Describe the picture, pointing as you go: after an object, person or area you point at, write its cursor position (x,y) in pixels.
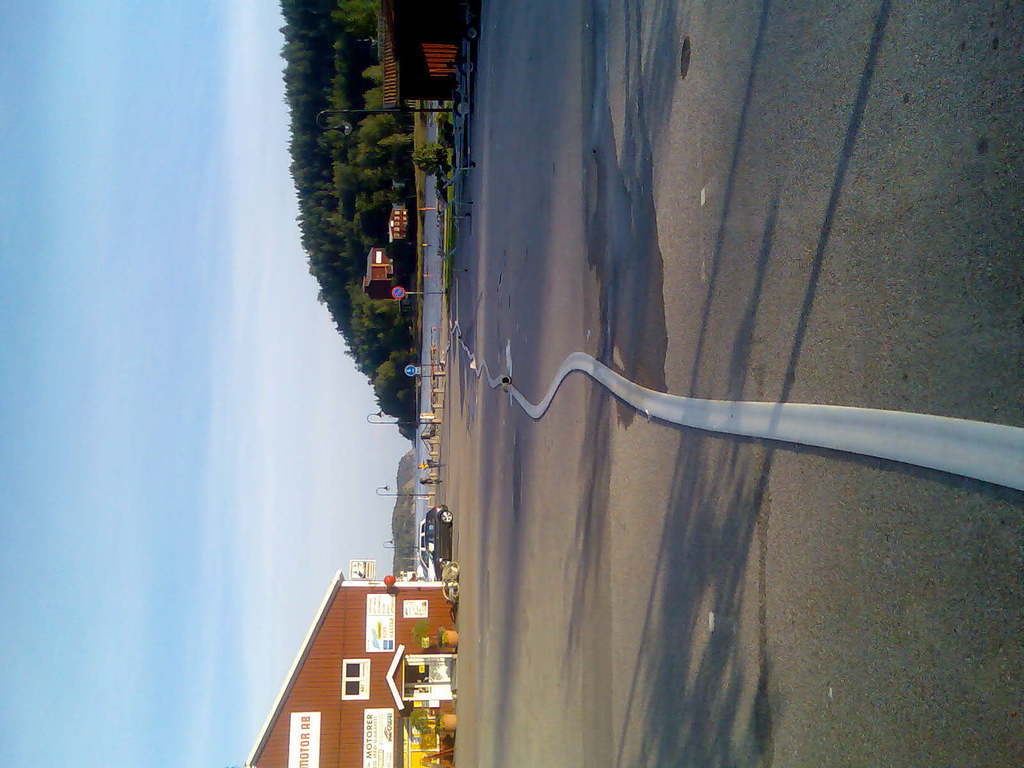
This is a road (762,444) with a hose (676,419) on it. I think this is a building (372,664) with a window (347,662) and doors (428,683). I can see two flower pots (444,637) with the plants (441,725) These are the name boards (369,755), which are attached to the building wall (351,635). I can see the cars (441,557), which are parked. This looks like the water (427,346). I can see the streetlights (399,422) and a signboard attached to a pole (423,296). This looks like a small hill (324,215) with the trees (381,212). At the top of the image (434,68), I think this is the small house (438,64). Here is the sky (189,368).
